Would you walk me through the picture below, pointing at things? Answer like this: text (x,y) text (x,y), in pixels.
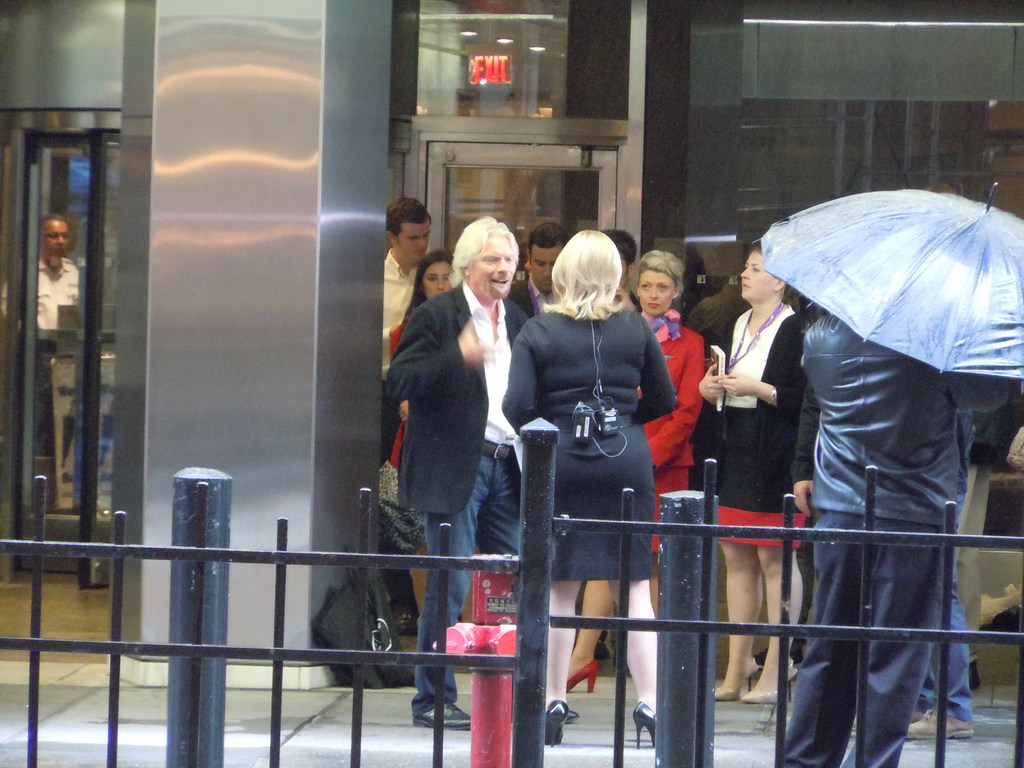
In the picture there is a fencing (516,652) and behind the fencing (532,457) a group of people (565,444) are standing and two of them are talking to each other, there is a metal pillar (233,170) behind them. Behind the pillar (217,436) there is an exit door (619,145).
